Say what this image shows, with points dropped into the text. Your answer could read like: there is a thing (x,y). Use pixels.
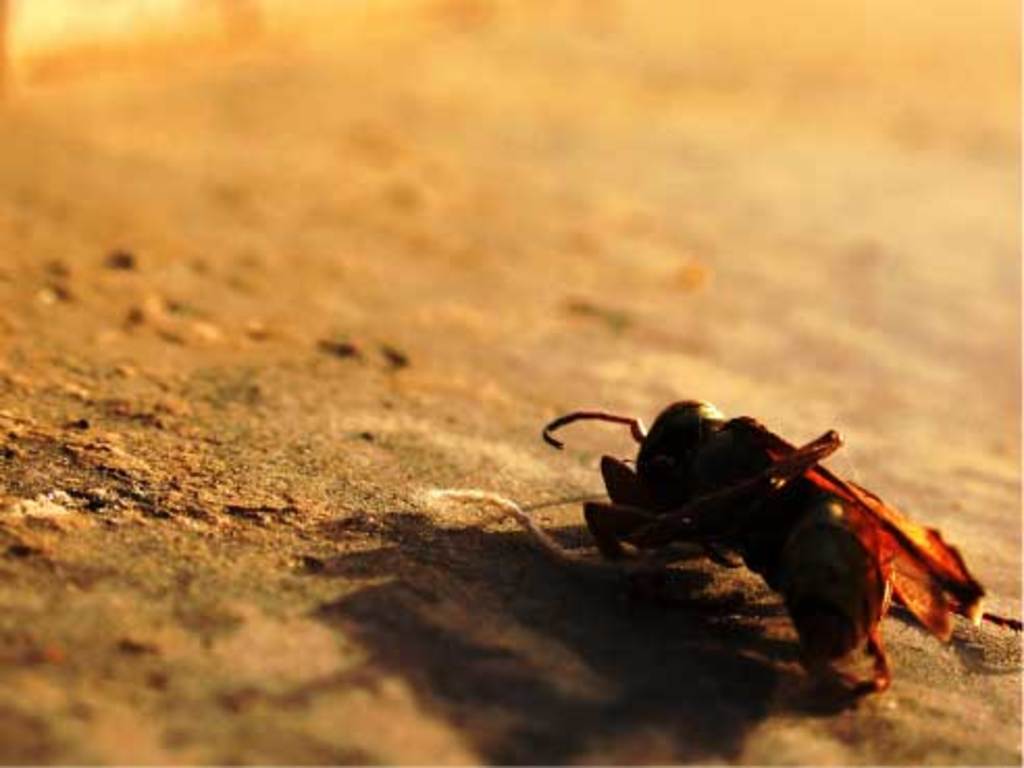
In this image there is a small insect (656,513) on the ground (446,558).
